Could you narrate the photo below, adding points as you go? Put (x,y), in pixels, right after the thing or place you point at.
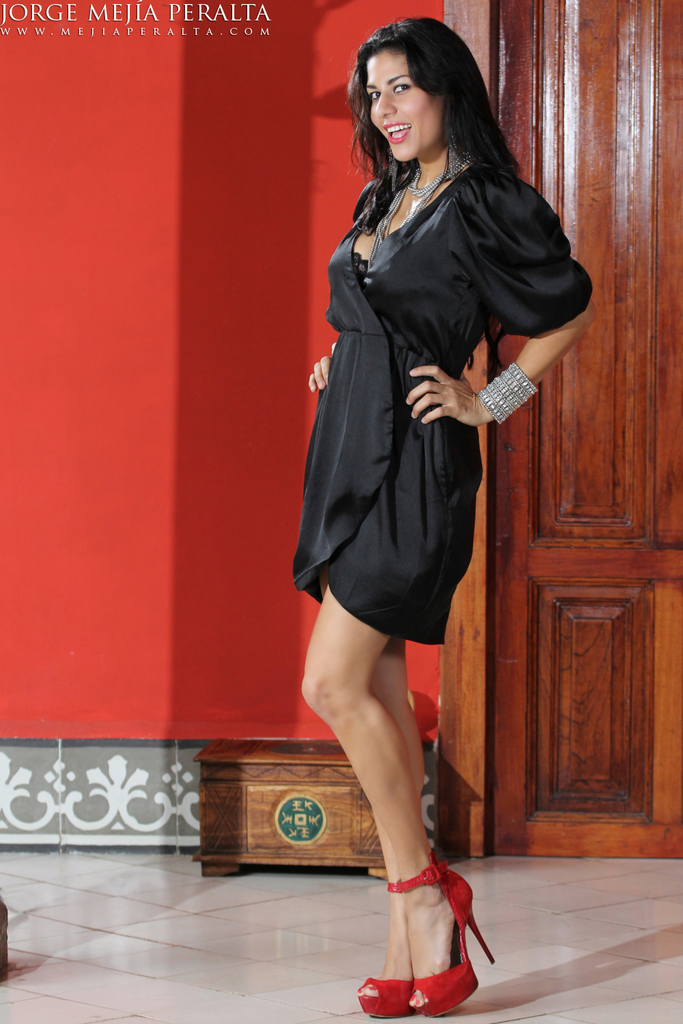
In this picture I can see a woman (413,34) standing and smiling, there is an wooden object (281,763), there is a door (639,320), and in the background (305,312) there is a wall (230,303) and there is a watermark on the image.
